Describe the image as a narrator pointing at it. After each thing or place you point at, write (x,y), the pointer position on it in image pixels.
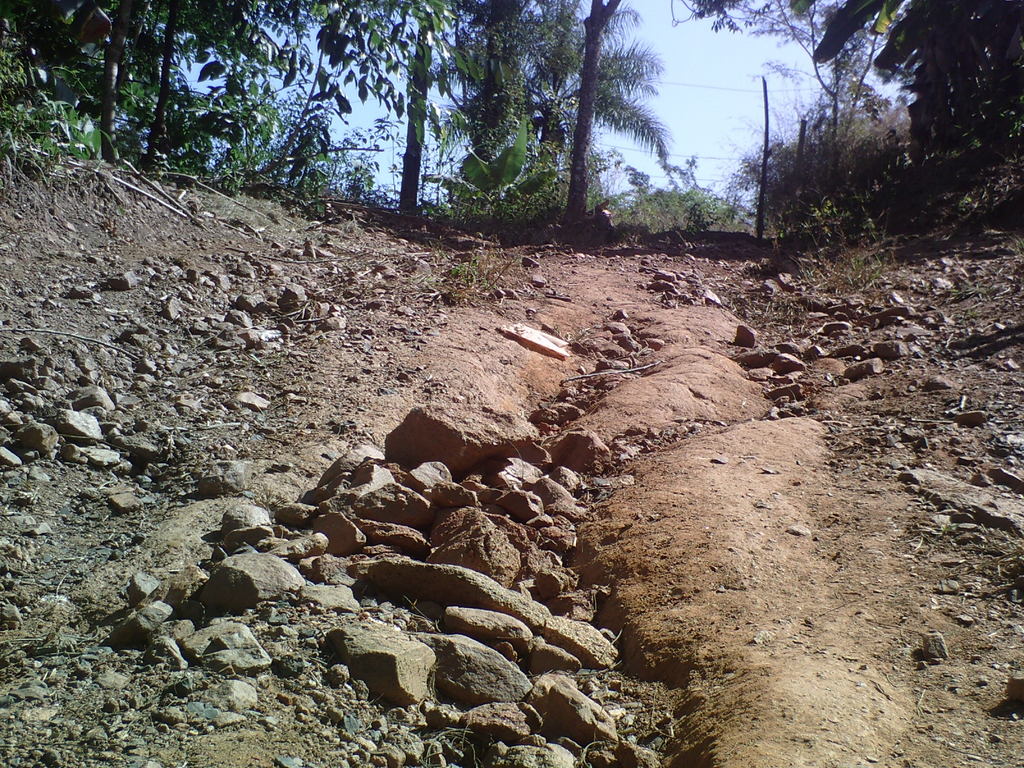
There are stones (555,479) in the foreground area of the image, there are trees (480,10) and the sky (772,48) in the background (591,209).
